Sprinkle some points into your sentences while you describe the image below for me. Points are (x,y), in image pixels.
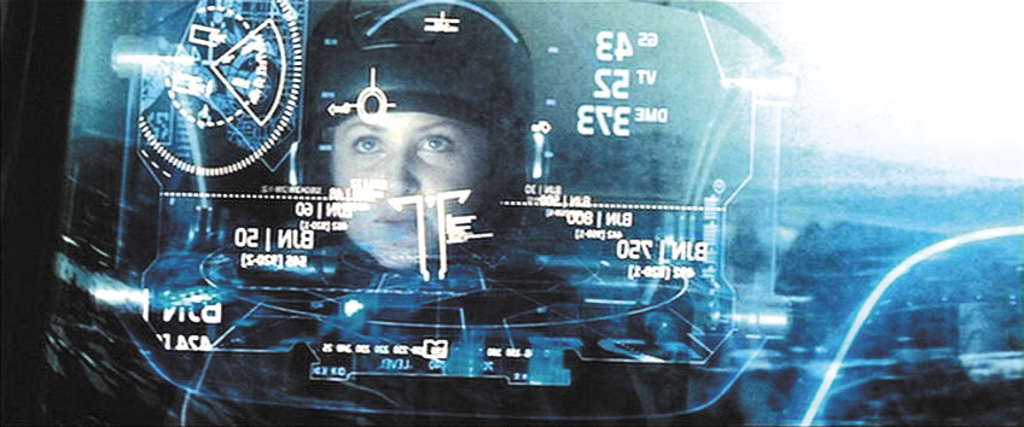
In the image we can see a screen (180,38), on the screen (700,76) we can see some text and we can see a woman (357,65).
